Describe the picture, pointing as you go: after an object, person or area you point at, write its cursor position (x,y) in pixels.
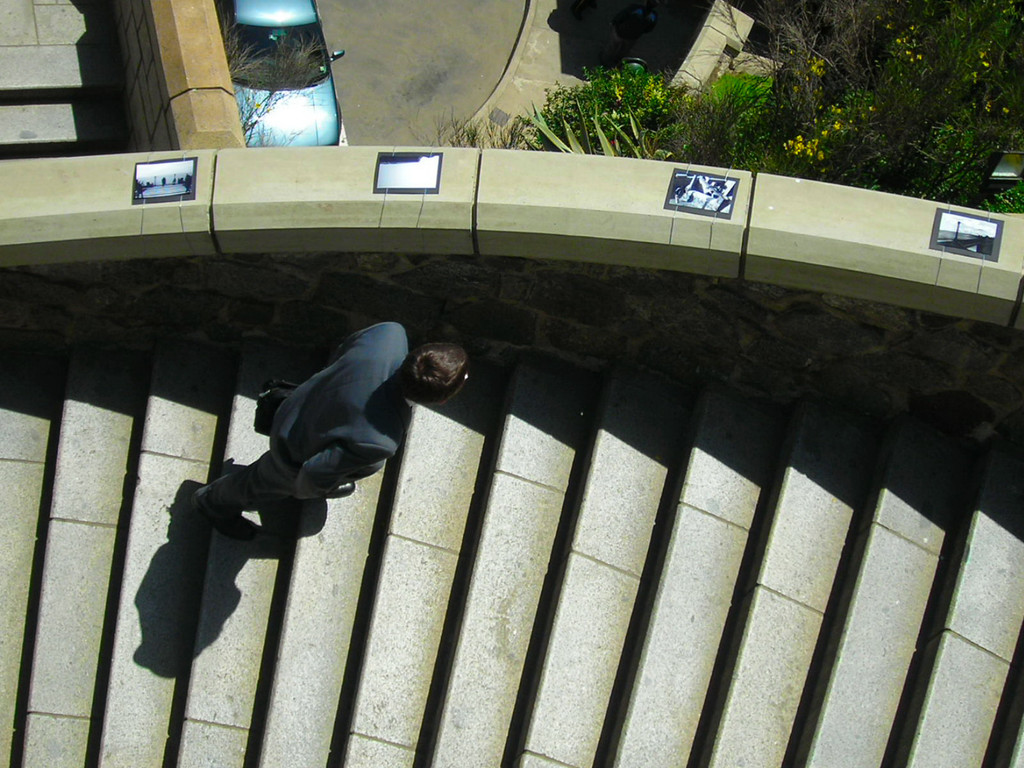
In the image there is a person (328,429) in suit (366,452) walking on steps (488,591), in the back (682,98) there is a car (314,101) on the road (490,86) with trees (614,116) in front of it.
